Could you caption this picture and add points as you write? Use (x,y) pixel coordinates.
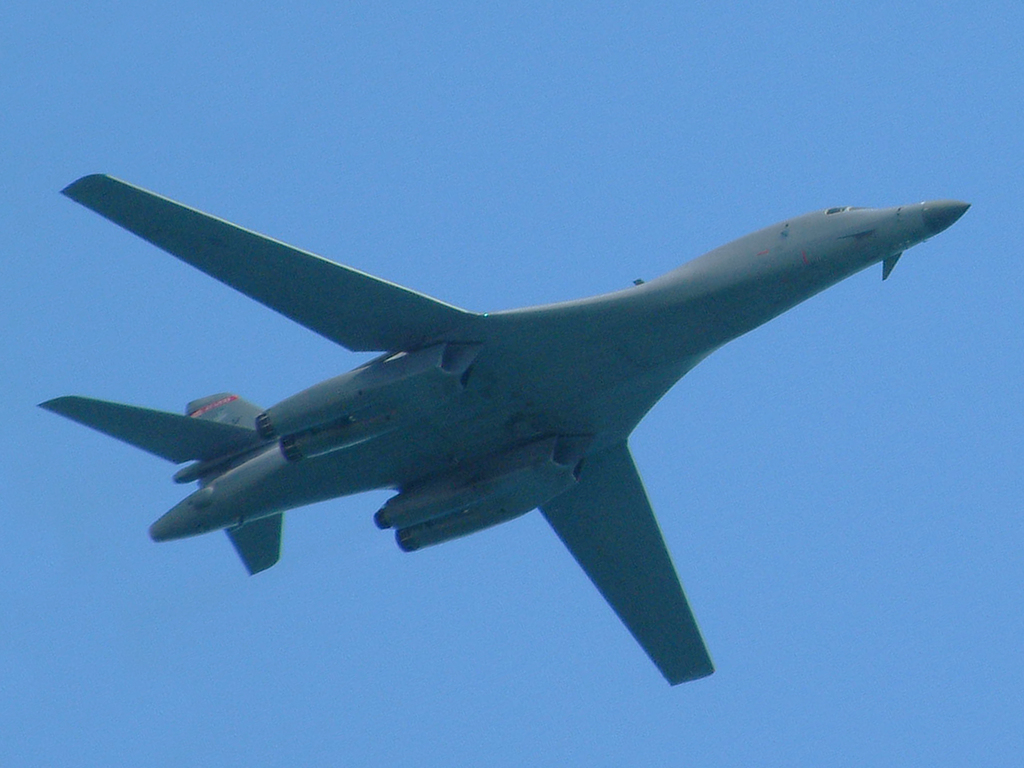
In this image we can see an aircraft (370,386) flying in the sky (665,440).
